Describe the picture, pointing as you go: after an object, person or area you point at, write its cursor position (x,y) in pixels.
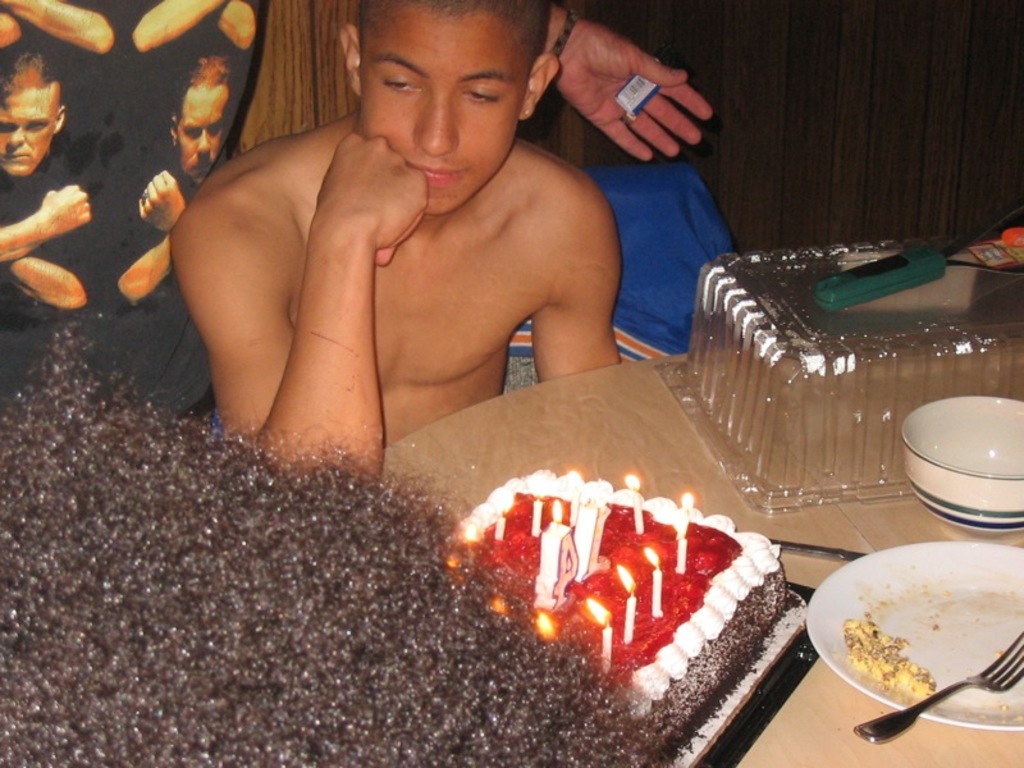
In this image we can see a person (431,270) sitting in a room (505,339) and a person (610,105) is standing and holding an object (625,99) and there is a table (624,418) in front of the person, on the table (676,484) there is a cake (635,575) with candles (601,517), plate (913,626) with food item (901,659) and a fork (983,673), a bowl (987,447) and a plastic box (930,309), on the box (893,356) there is an object (893,274) and on the left side (131,507) it looks like a person's hair (266,634).
